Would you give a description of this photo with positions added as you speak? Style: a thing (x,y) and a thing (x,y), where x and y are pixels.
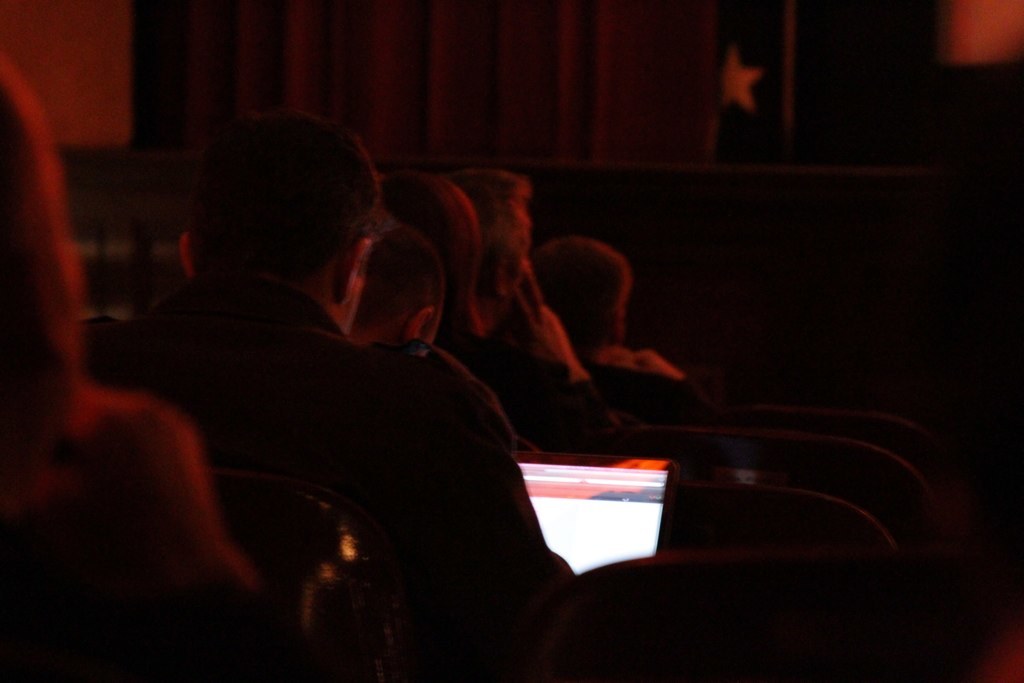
Few people (377,346) are sitting on the chairs (643,614), in the middle (440,449) this person (436,469) is working in the laptop (589,528).
